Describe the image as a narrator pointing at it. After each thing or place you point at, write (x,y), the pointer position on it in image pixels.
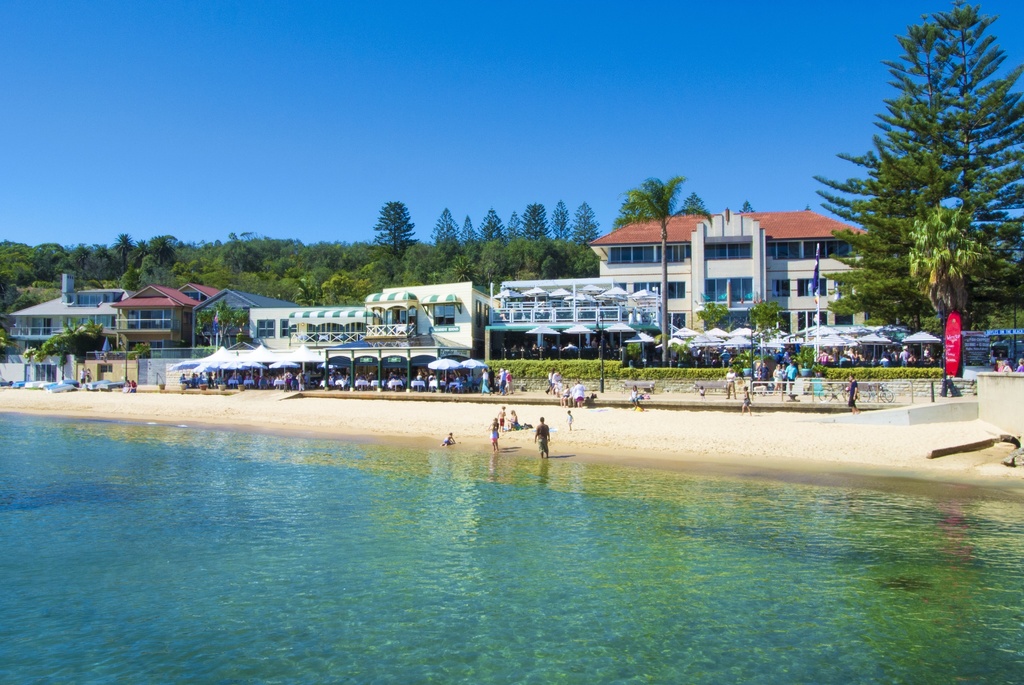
At the bottom (128,488) we can see water (796,674) and there are few persons (505,409) standing on the sand (583,445) and few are sitting on a platform (526,392). In the background (385,310) there are buildings (396,365), fences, hoardings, windows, roofs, poles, trees (80,331), tents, few persons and sky (350,167).
